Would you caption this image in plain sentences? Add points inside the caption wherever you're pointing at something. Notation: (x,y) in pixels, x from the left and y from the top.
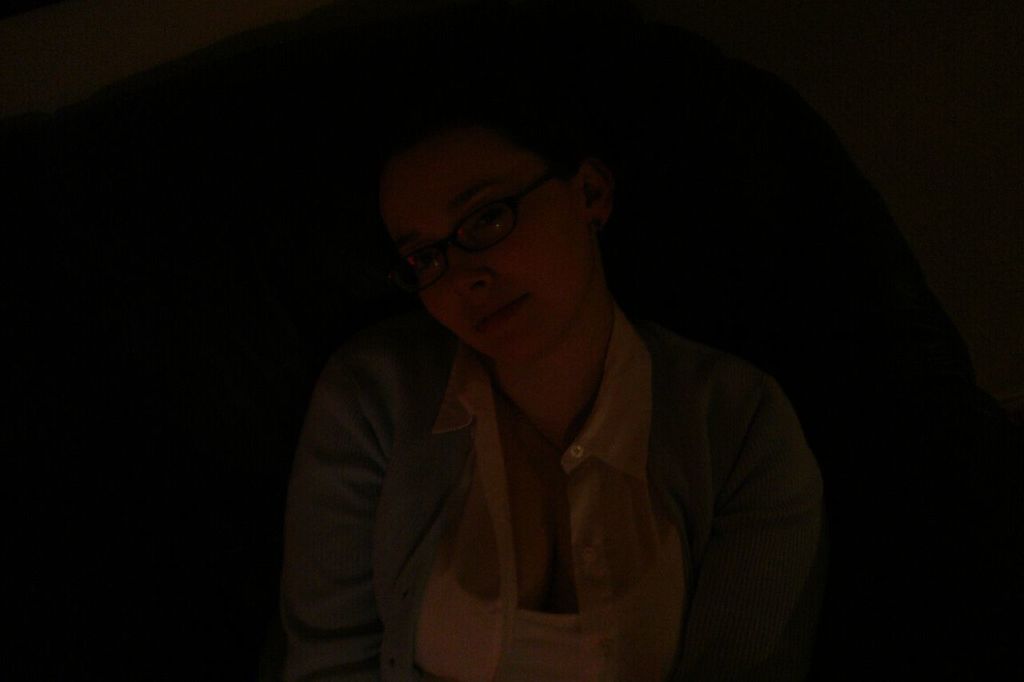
In this image we can see a person (481,334). And the given image is dark.
